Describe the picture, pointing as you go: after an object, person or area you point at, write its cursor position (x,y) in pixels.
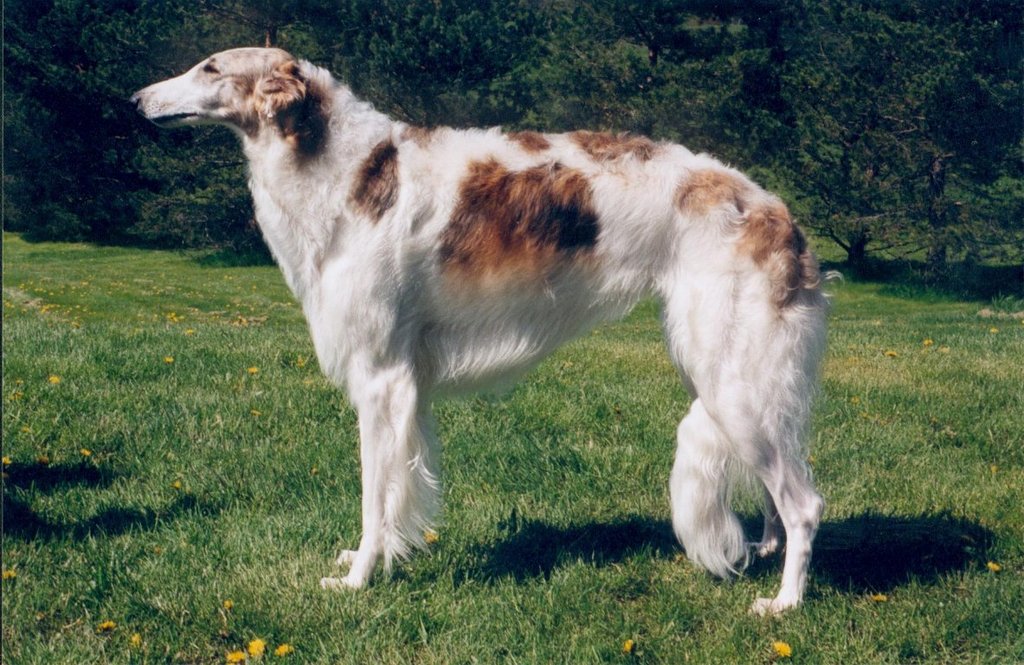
This image consists of grass (584,527) at the bottom (495,527). There are trees (743,49) at the top (577,45). In the middle (672,317) there is a dog (562,236) which is in white and brown color.
